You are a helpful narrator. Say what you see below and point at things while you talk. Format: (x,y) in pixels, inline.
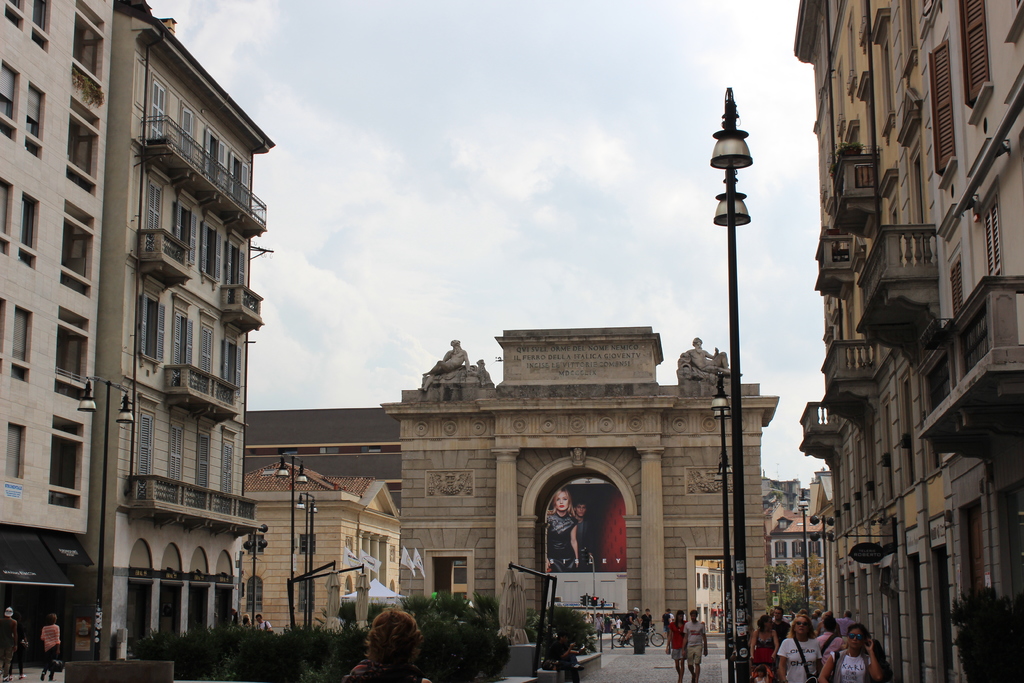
In the picture I can see people (665,615) are walking on the ground (650,672). In the background (280,637) I can see buildings (506,539), street lights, plants (565,615), the sky (394,349) and some other objects (509,598) on the ground (661,665).
